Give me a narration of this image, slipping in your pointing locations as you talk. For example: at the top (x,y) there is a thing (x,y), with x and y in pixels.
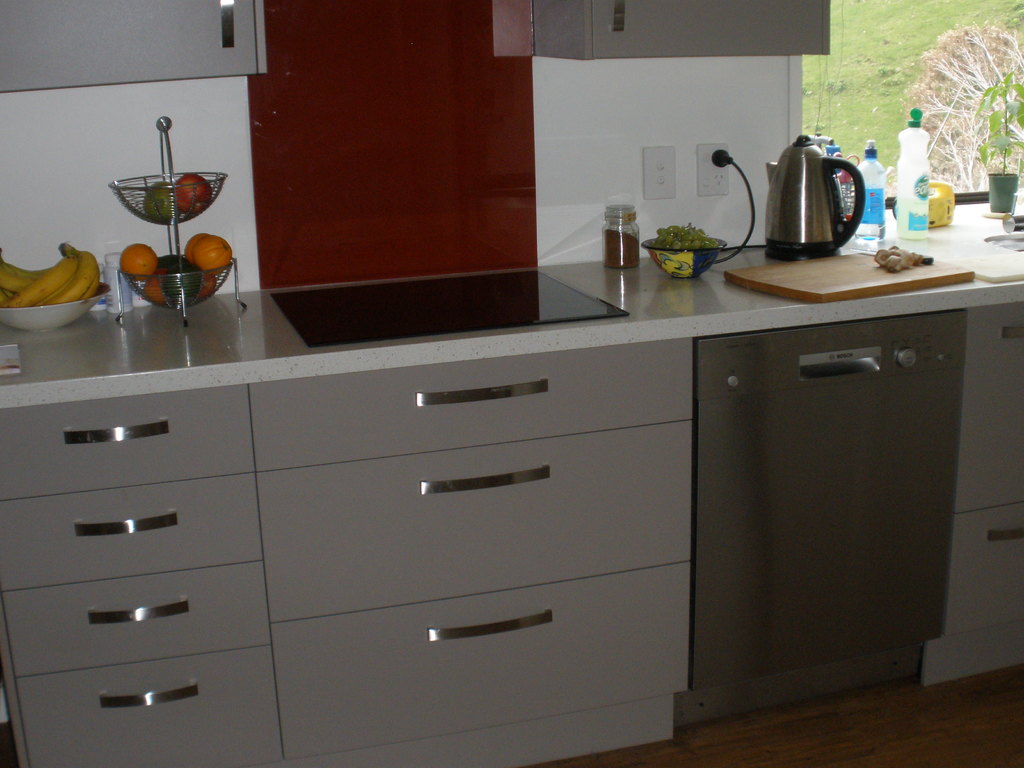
In this image there are fruits (155,287), baskets (169,282), jars (615,243), utensils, kettles (789,219), chopping board (843,296) and some other objects (930,220) on the kitchen platform (287,291), in front of the kitchen platform (639,278), there are drawers (576,505) and there is an electronic appliance (793,482), behind the platform (656,279) on the wall (421,50) there are two wooden drawers (137,49) and there is a window (908,111), from the window (877,129) we can see grass (839,76) and plants (953,121).
